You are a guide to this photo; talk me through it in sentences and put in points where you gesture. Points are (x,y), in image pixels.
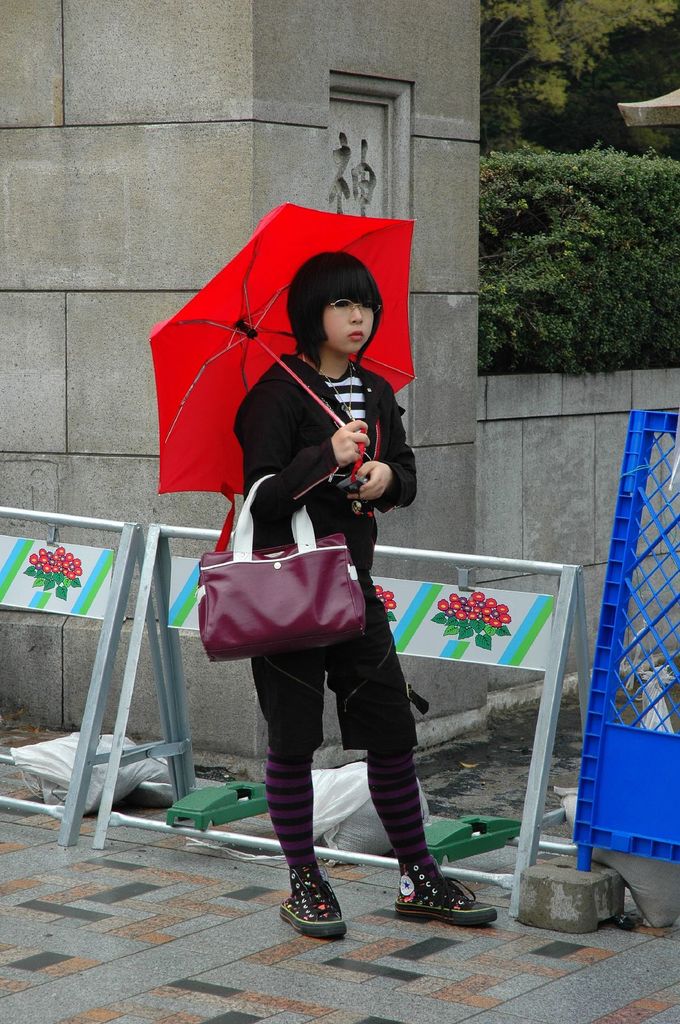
in this image there is a woman (346,494) she is standing on the floor (267,943) and she is holding the umbrella (259,371) which in red color and she is holding the bag (302,559) and she is wearing the glasses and the back ground (423,122) is the building (333,135) and some trees (573,80).
